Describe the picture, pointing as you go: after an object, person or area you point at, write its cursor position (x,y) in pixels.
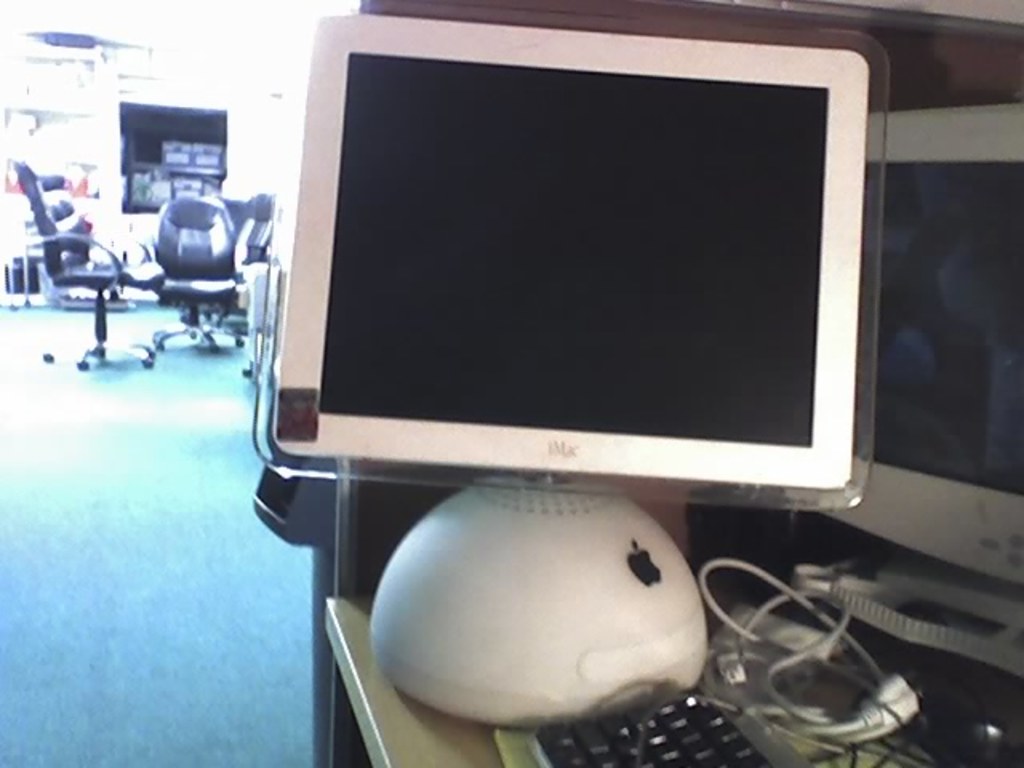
This picture seems to be clicked inside to hall (248,353). On the right (967,561) we can see a monitor (690,317), keyboard (687,725) and some electronic devices (963,404) placed on the top of the table (426,749). In the background (240,232) we can see the chairs (85,236) and many other objects (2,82).
